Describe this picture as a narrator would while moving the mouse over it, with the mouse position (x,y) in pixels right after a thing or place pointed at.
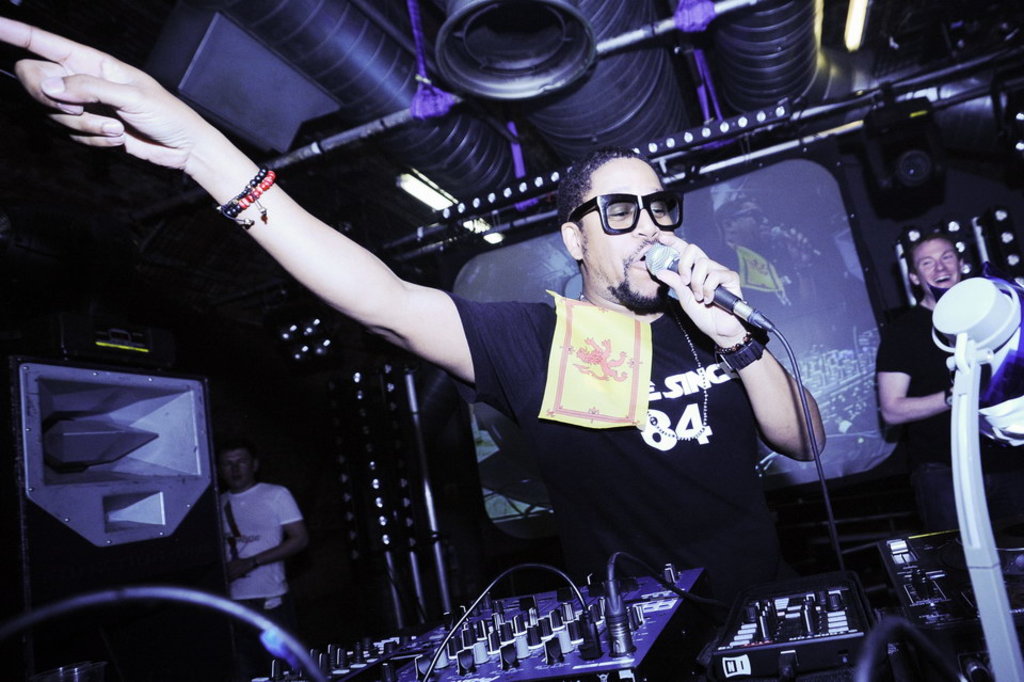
There is a person (572,420) wearing bracelets (244,209) and specs (618,213) is holding a mic (712,299). In the back (939,362) there are two persons (888,411) standing. Also there is a screen (736,231). On the left side (109,491) there is a speaker (161,490). In front of him there are instruments (742,635). On the ceiling (486,114) there are pipes (414,87) and rods (321,141). Also there are lights (414,197) on the ceiling (928,4).
